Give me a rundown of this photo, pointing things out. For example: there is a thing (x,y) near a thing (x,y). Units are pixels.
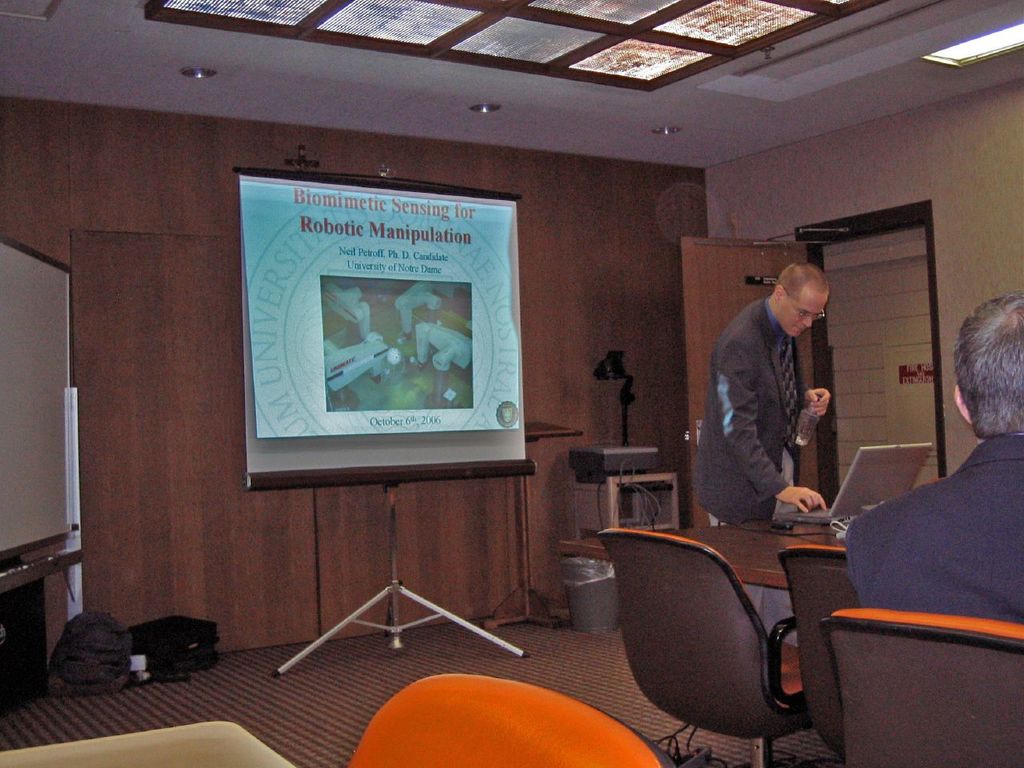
This is a picture consist of inside view of a room (306,630), on the right side (956,560) I can see there is one person (937,550) wearing a blue color jacket (950,587) sit on the chair (895,633) and a person (750,516) wearing a black color jacket (717,462) stand on the floor (584,661) and his holding a bottle (806,431) on his hand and there is a sign board (300,290) on the middle (372,261) and there is a text (360,253) written on that and there is a door (722,296) on right side (728,308) and there is a bucket (579,575) visible on the right side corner and backpacks (86,672) on the floor (58,700) on left side (99,677).
